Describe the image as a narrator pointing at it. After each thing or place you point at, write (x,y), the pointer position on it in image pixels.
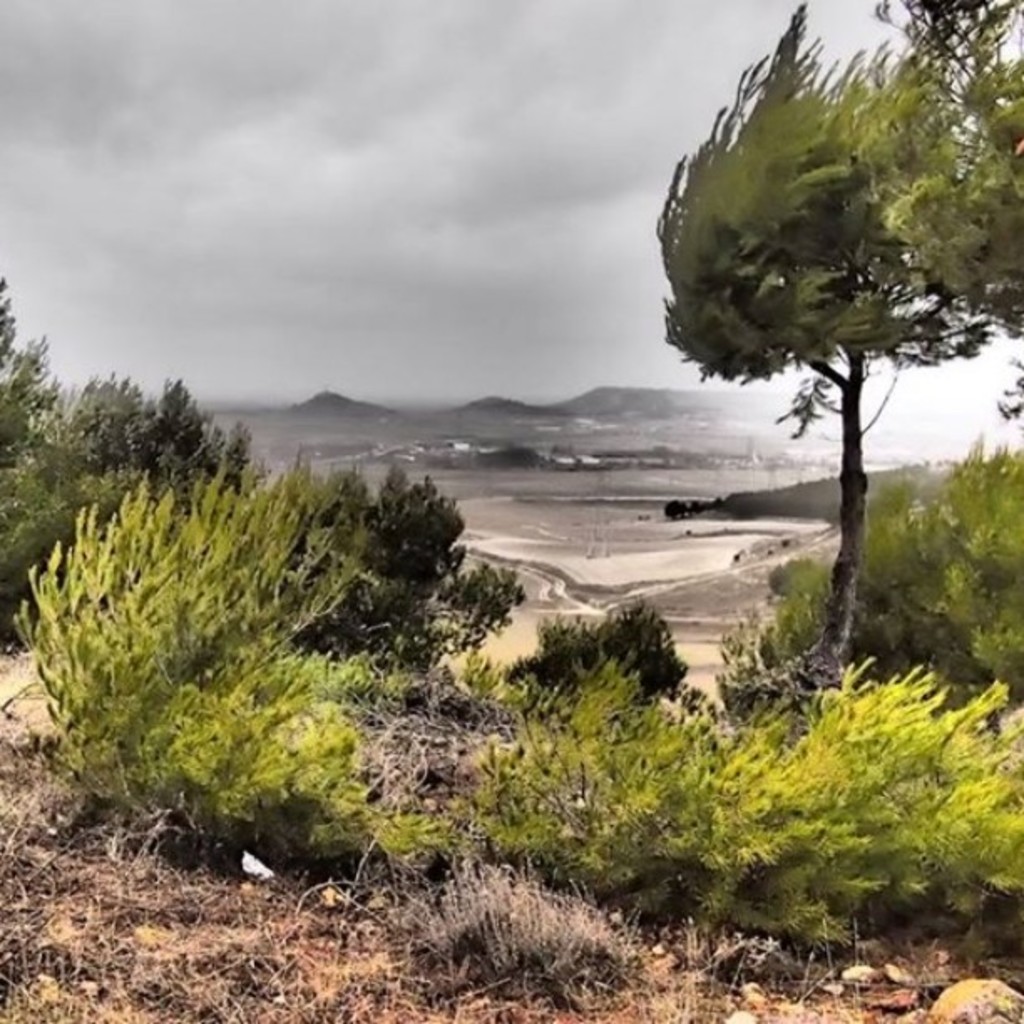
It looks like an edited image. We can see there are plants (137,671), trees (859,375), hills (324,409) and the cloudy sky (419,198).
